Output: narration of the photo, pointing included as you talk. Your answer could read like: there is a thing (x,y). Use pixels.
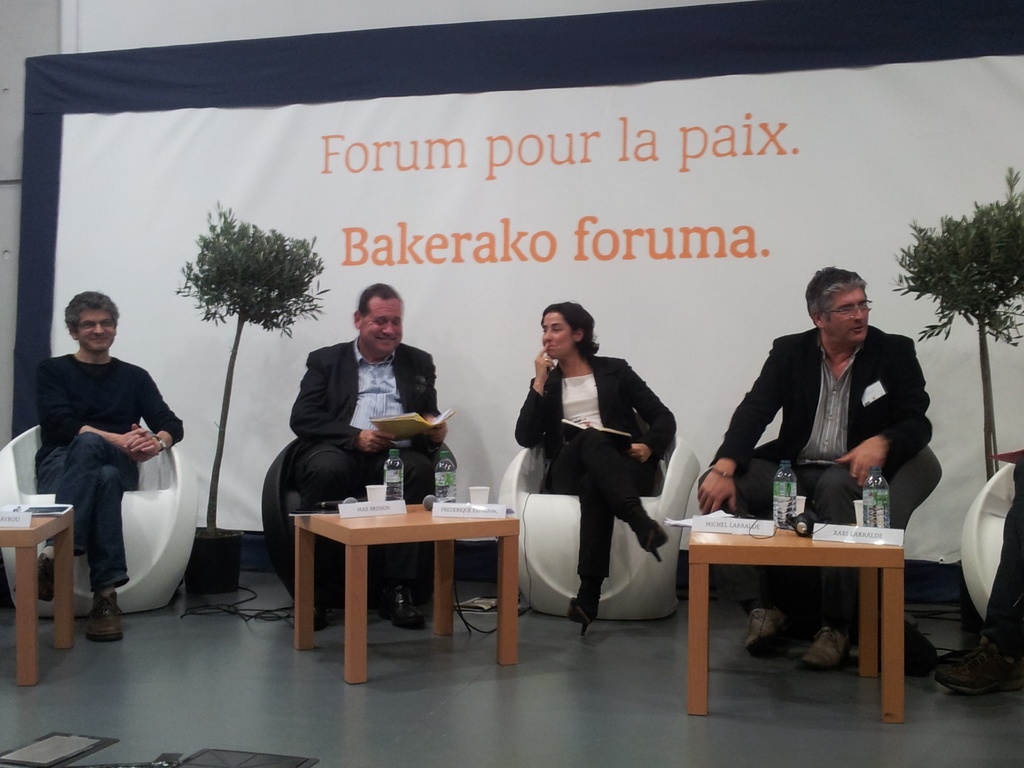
4 people (171,418) are seated on the chairs (171,492) which are black and white in color. in front of them there are tables (423,528) on which there are bottles (389,481), glasses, headsets (801,521). behind them there is a banner (568,171) which has black border (255,76) and white background (457,226) on which there are trees (259,320) at the left (259,323) and right, on it bakerako foruma is written.
